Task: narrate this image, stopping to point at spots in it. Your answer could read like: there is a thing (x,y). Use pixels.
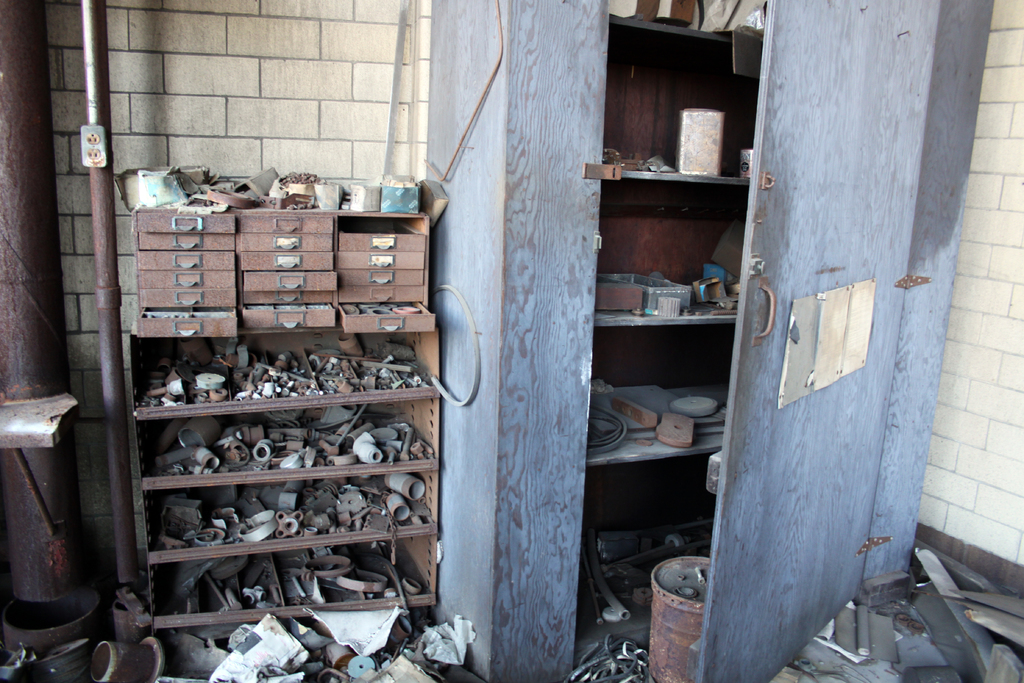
In the picture I can see a rack (234,405) which has few iron objects (265,496) placed in it and there are few shelves (646,391) which has few objects (716,167) placed on it and there is a door (814,286) in front of it and there are few other iron objects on the ground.
